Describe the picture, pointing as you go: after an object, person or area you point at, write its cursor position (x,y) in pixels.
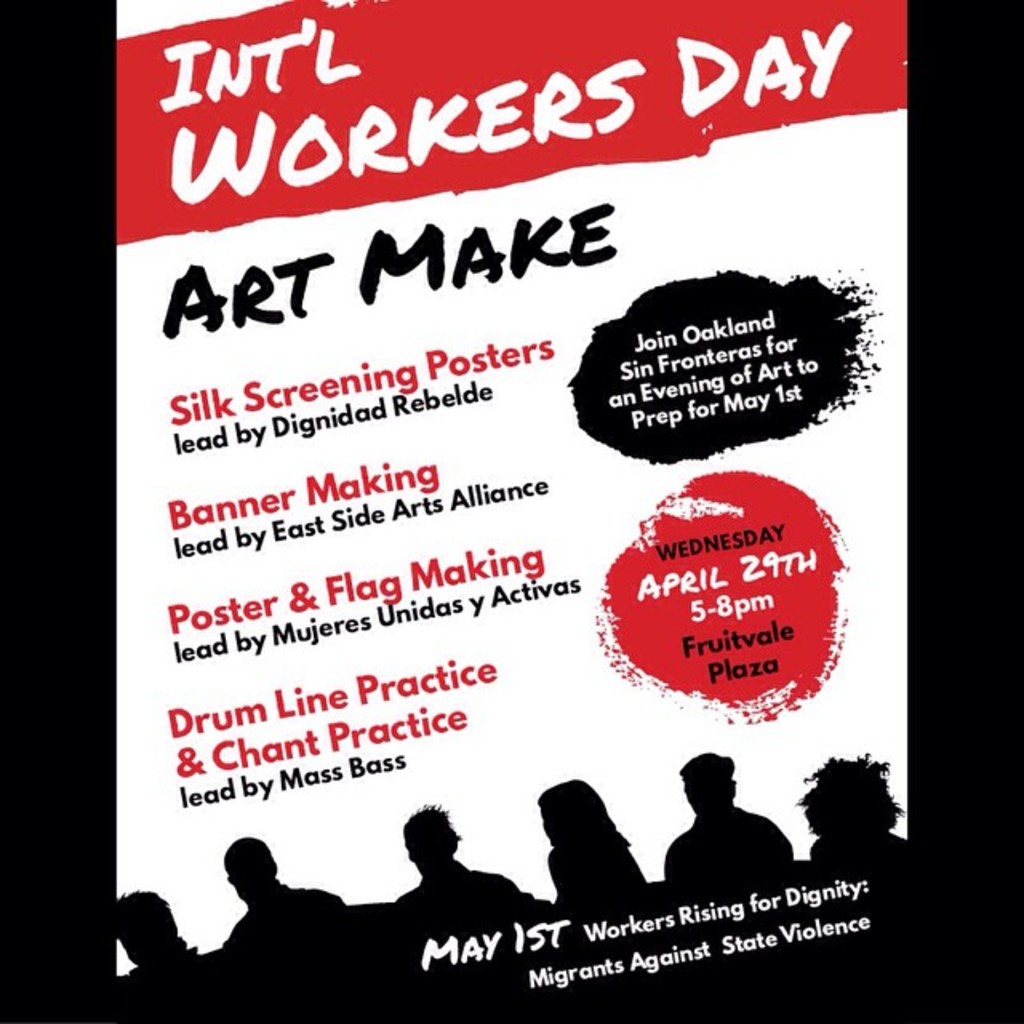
In this picture I see the poster (378,594) on which there is something written and on the bottom of this picture (404,827) I see depiction of persons (710,818).
